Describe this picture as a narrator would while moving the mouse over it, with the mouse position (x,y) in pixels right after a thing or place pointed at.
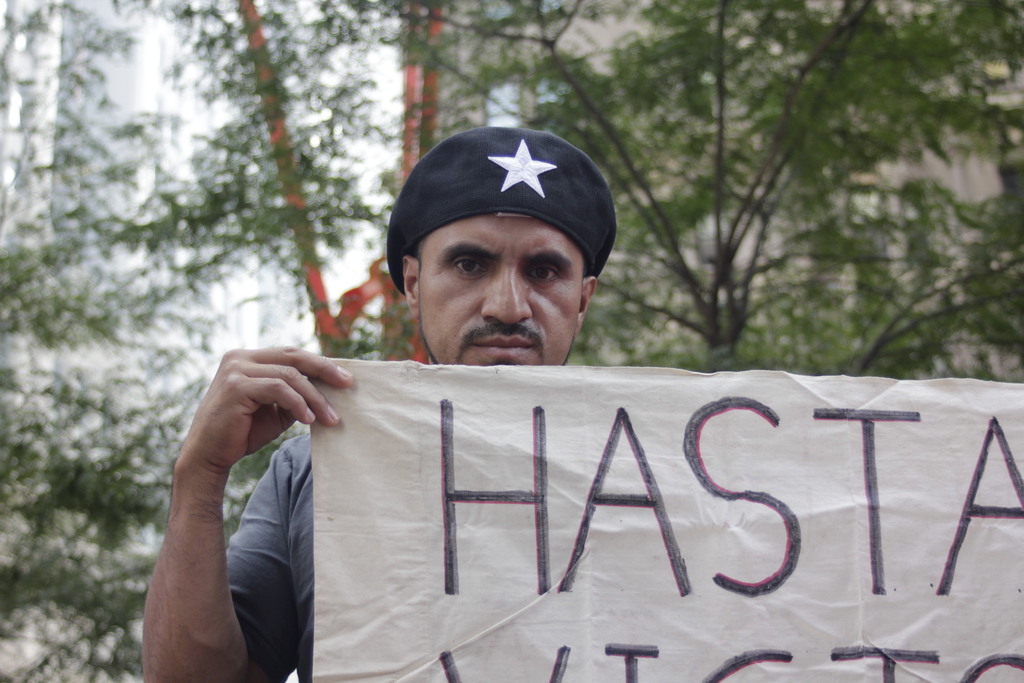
In this image we can see one man (267,615) standing and holding a banner (681,601) with text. There are some trees (492,52), one object (342,330) behind the man (491,233), in the background (597,51) it looks like buildings (605,23) and the background (590,39) is blurred.
